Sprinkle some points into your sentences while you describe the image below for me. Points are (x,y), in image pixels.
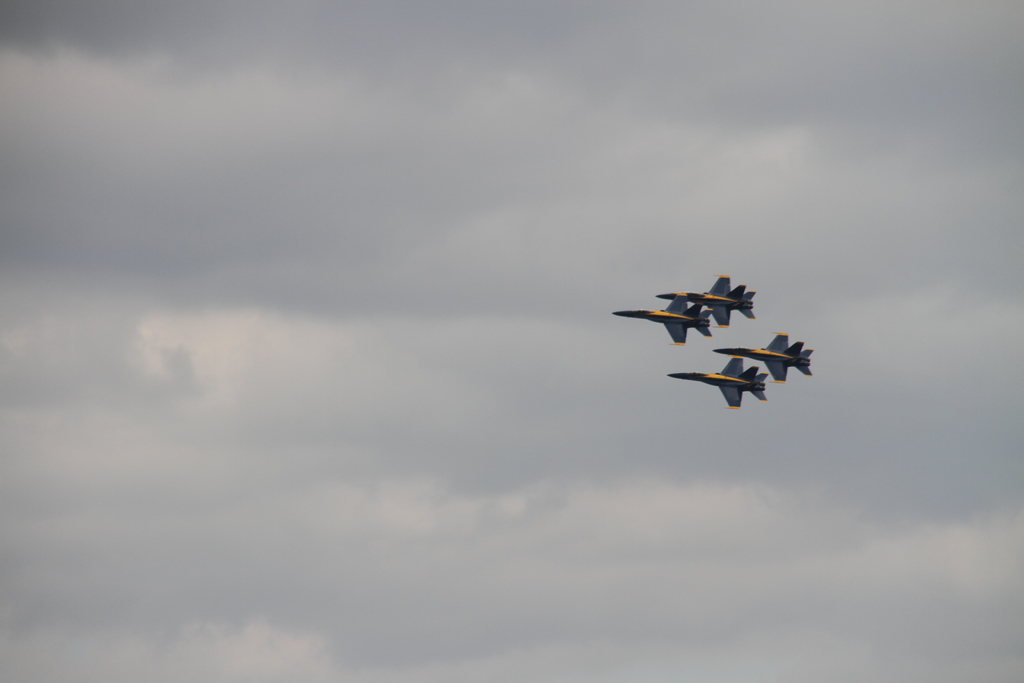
In the middle of the image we can see some planes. Behind the planes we can see some clouds (58,413) in the sky (526,677).
